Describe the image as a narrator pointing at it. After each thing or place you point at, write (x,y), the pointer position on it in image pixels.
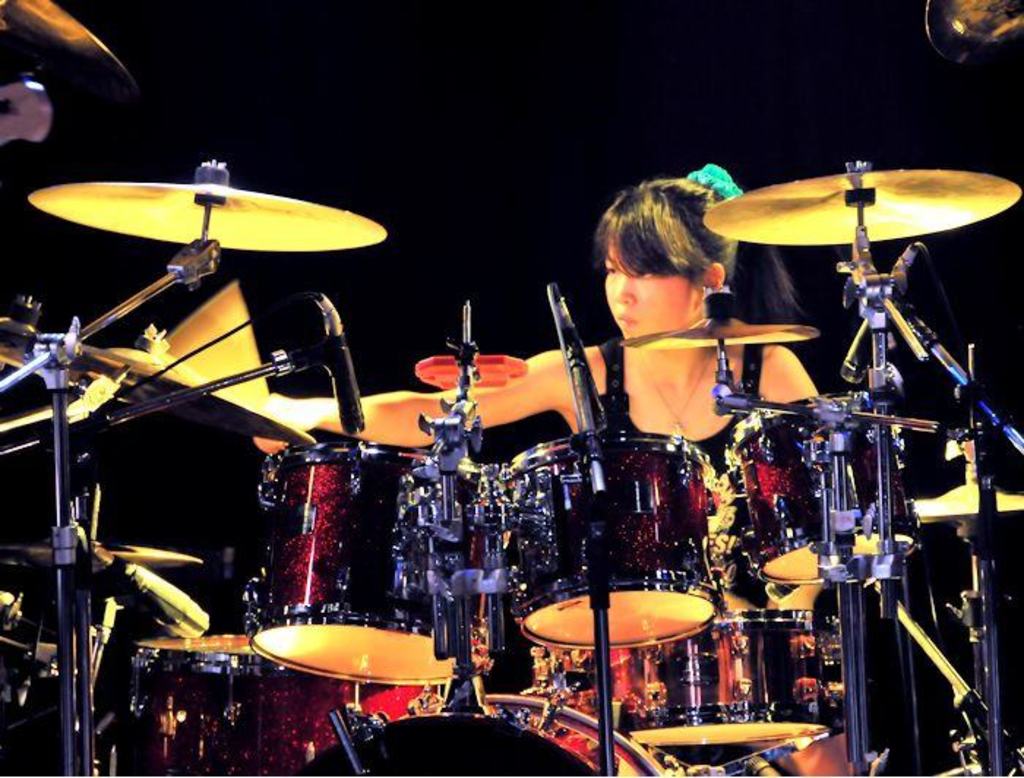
In this picture we can see a woman (719,434) playing drums (787,553) here, here we can see some drums (790,487), some cymbals (777,241) and microphones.
